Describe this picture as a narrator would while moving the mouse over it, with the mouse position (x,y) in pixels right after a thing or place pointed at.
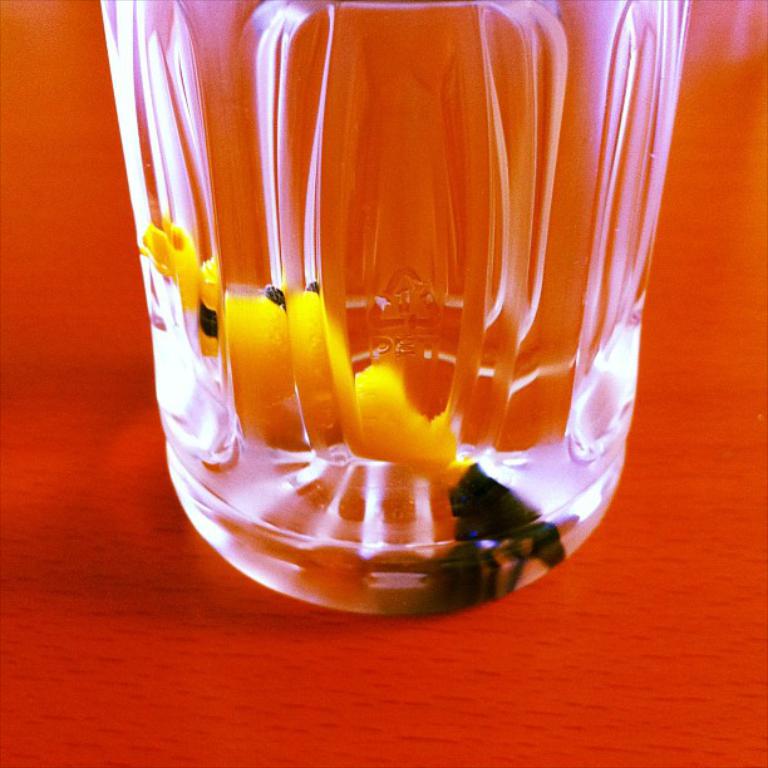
In this image I can see it looks like a glass (296,363), there is something in it.
